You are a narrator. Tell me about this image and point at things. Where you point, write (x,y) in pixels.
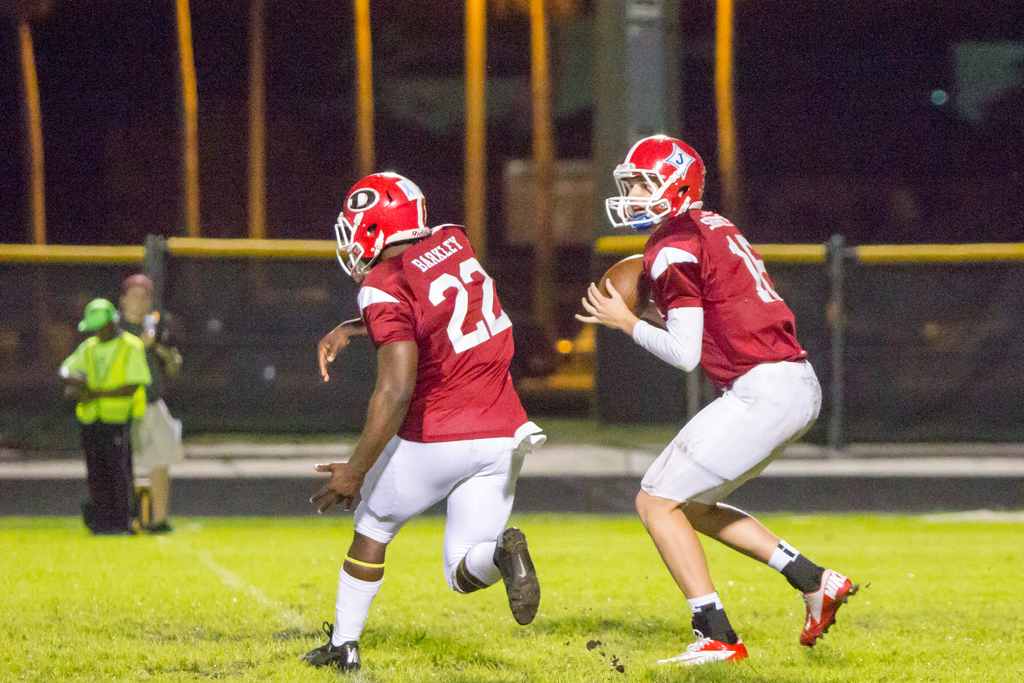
In this picture we can see two persons (731,355) playing sprint football game, at the bottom (510,650) there is grass (473,642), they wore helmets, in the background (108,364) there are two persons (135,350) standing here.
